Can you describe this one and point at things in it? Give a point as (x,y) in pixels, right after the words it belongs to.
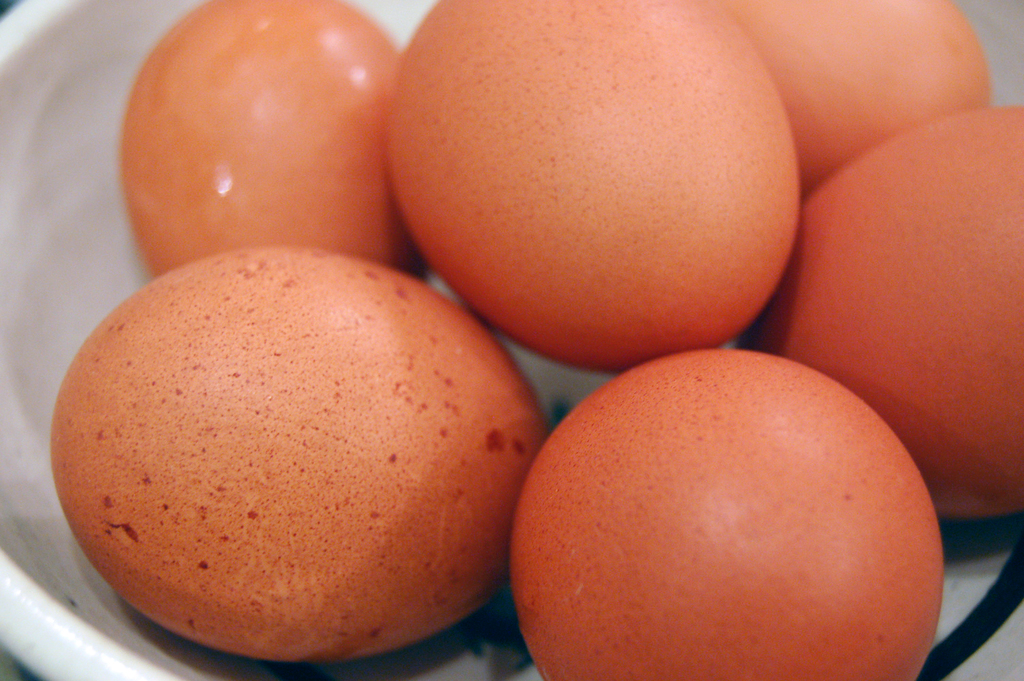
In the picture I can see few eggs (598,396) which are in orange color are placed in a white bowl (582,377).
